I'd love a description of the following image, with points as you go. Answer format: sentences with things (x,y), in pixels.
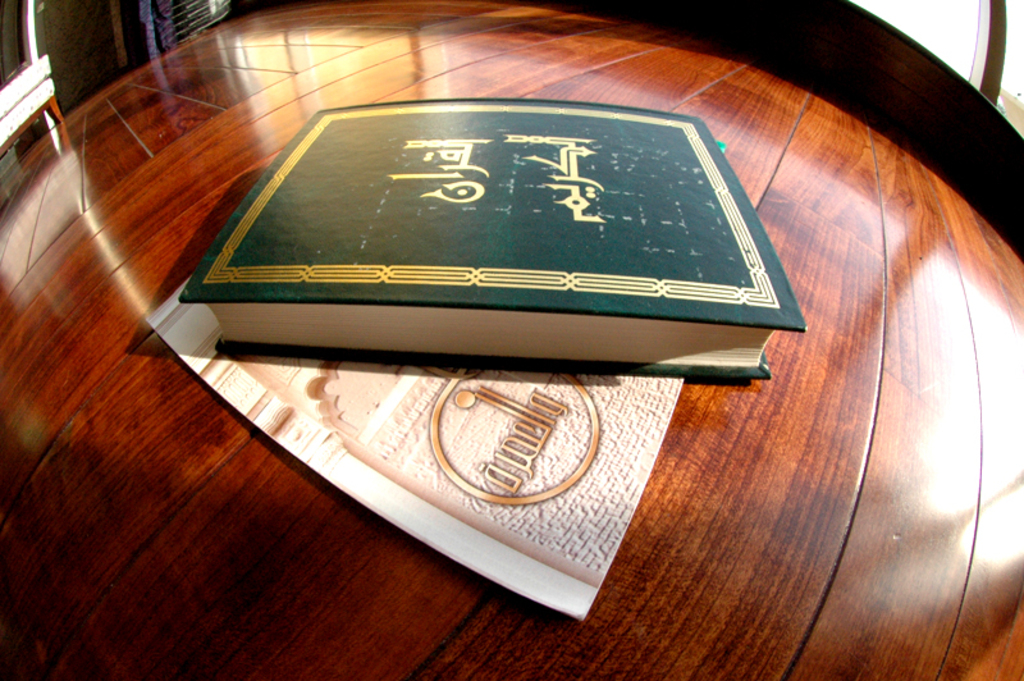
In this image, we can see a table (707,560). In the middle of the table (704,594), we can see a card (495,522) with some text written on it and a book (653,267) with some text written on it. In the background (924,36), we can see a glass window (937,32).
